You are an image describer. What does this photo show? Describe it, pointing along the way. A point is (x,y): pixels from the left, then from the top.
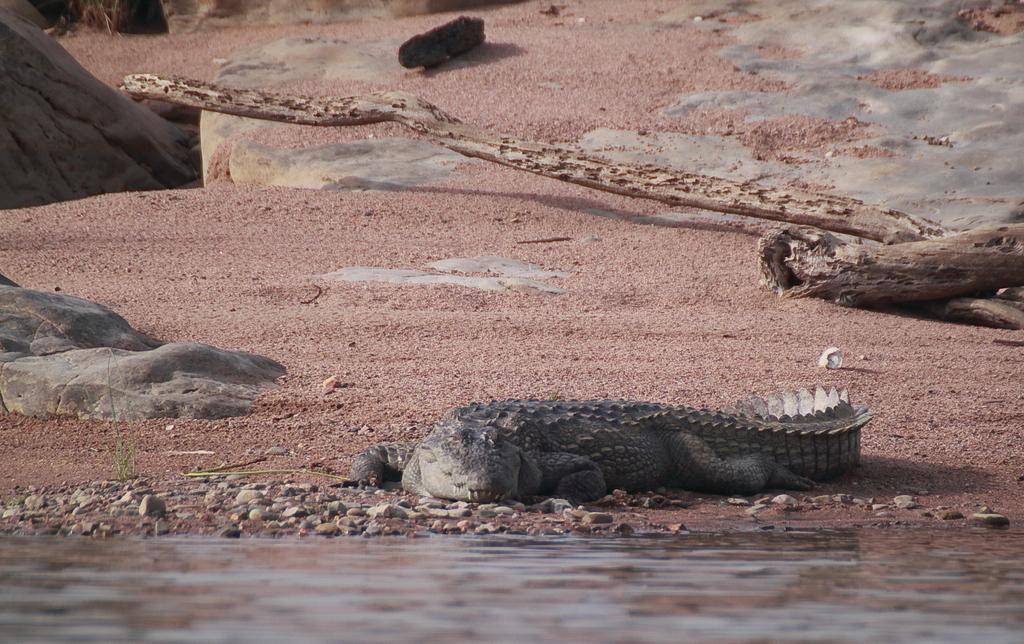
In the image we can see an alligator's (463,456). Here we can see wooden logs (807,205), stones (377,274), sand (471,317) and water (597,564).
